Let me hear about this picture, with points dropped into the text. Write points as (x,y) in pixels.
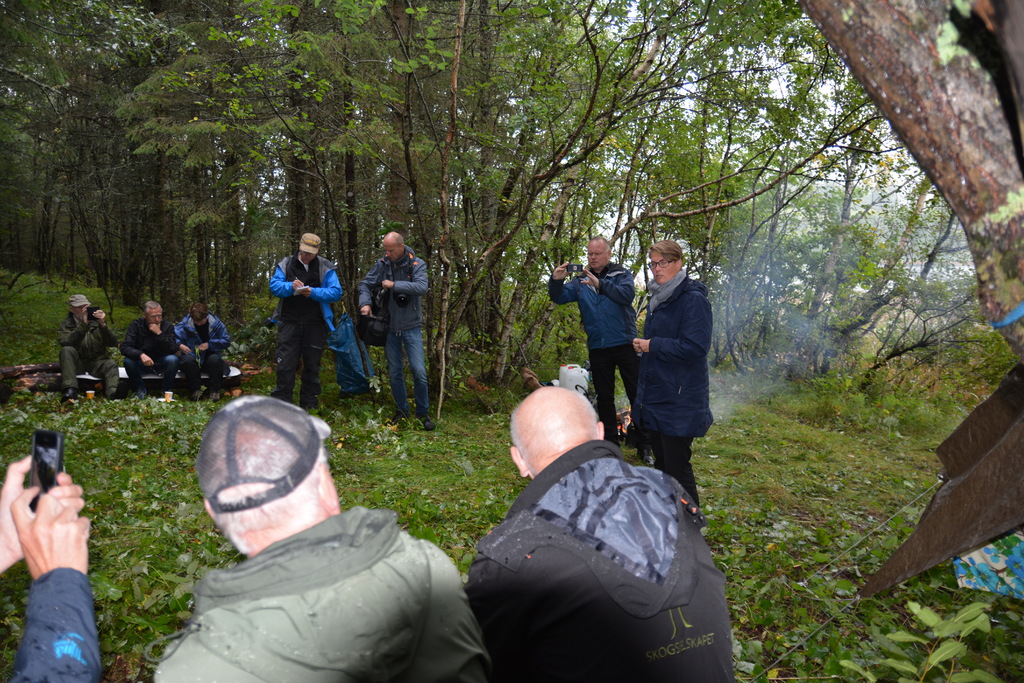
In this image we can see people (365,569) standing and some of them are sitting. They are holding mobiles (37,498) in their hands (46,533). In the background (327,209) there are trees (903,264). At the bottom (812,550) there is grass (806,566).
